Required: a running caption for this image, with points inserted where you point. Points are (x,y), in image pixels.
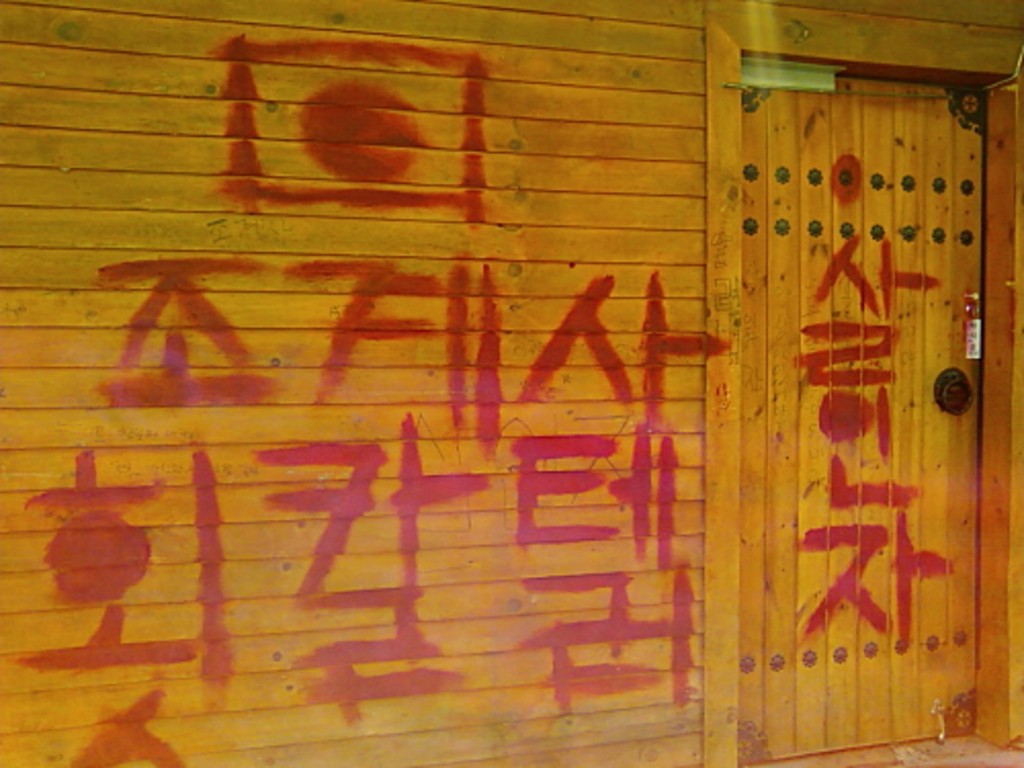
Here there is a yellow color wooden wall (640,312) and a small door (783,709) with red color spray marks (343,370) seen in the image.
